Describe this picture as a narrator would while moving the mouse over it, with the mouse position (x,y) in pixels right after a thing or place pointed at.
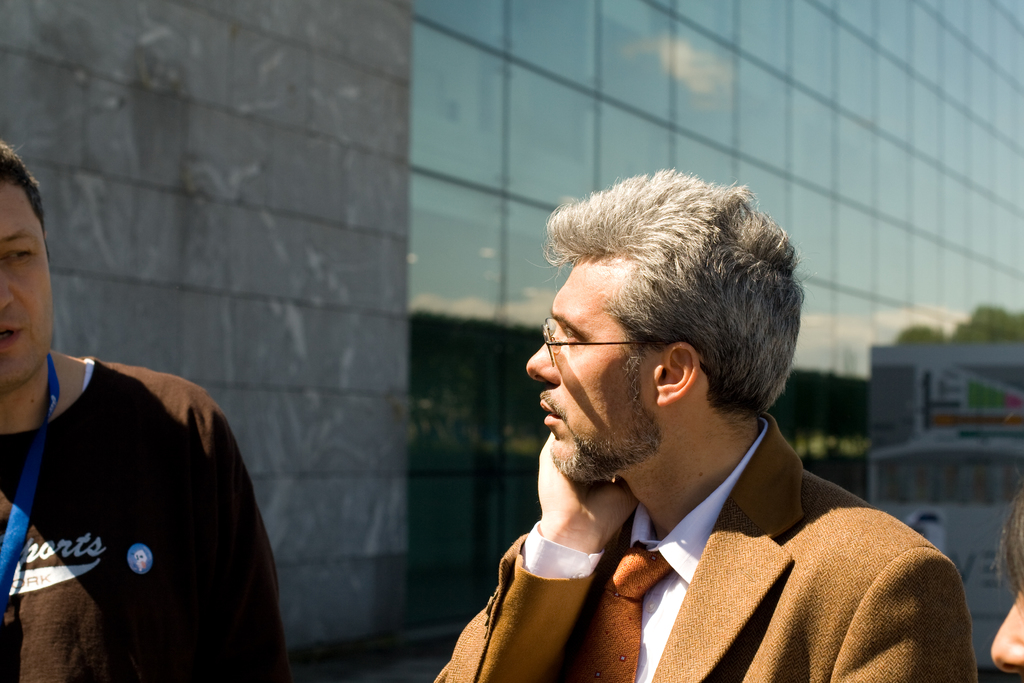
In this image we can see people (55,396). In the background (327,166) there is a building (442,100). On the right (939,471) there is a board (935,452).
